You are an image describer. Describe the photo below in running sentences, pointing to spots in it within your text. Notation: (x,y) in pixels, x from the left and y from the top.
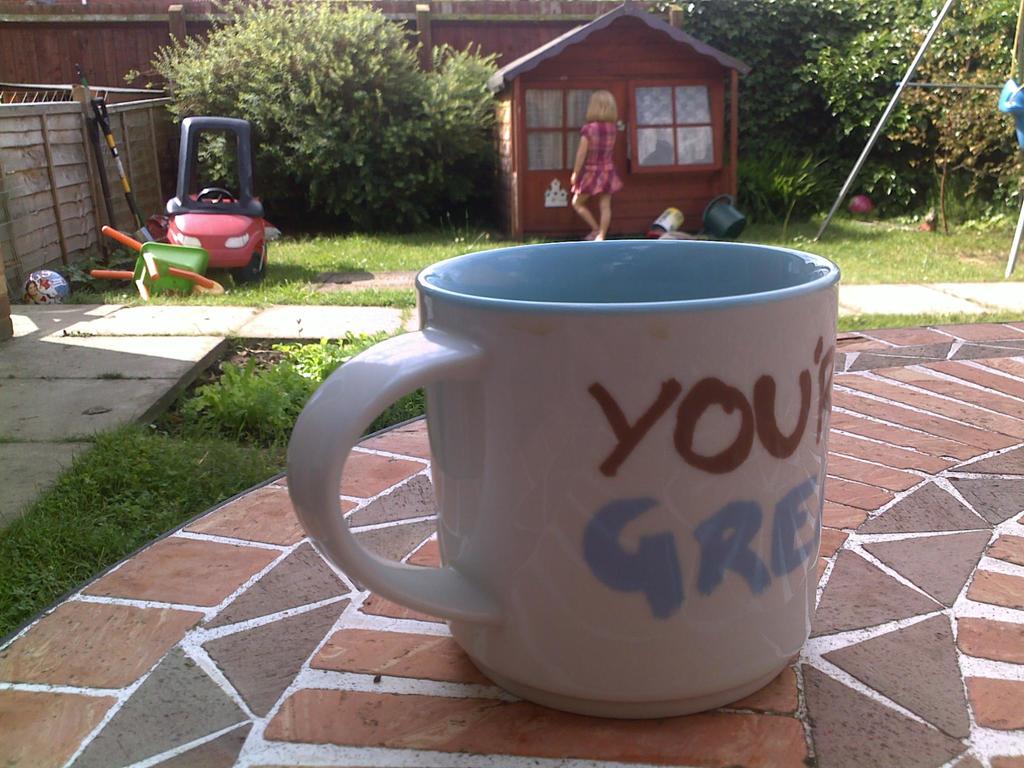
In this image, in the middle (652,422), we can see a white color cup (768,503) which is placed on the table (823,611). On the left side (65,294), we can see some toys (240,262) and a wood wall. In the background (658,81), we can see a house (697,113) and a girl (603,133) standing in front of the house (606,78), trees (980,125), wall (470,36) and a metal pole (919,52), at the bottom (34,539) there is a grass (869,278) and a land (144,322).
